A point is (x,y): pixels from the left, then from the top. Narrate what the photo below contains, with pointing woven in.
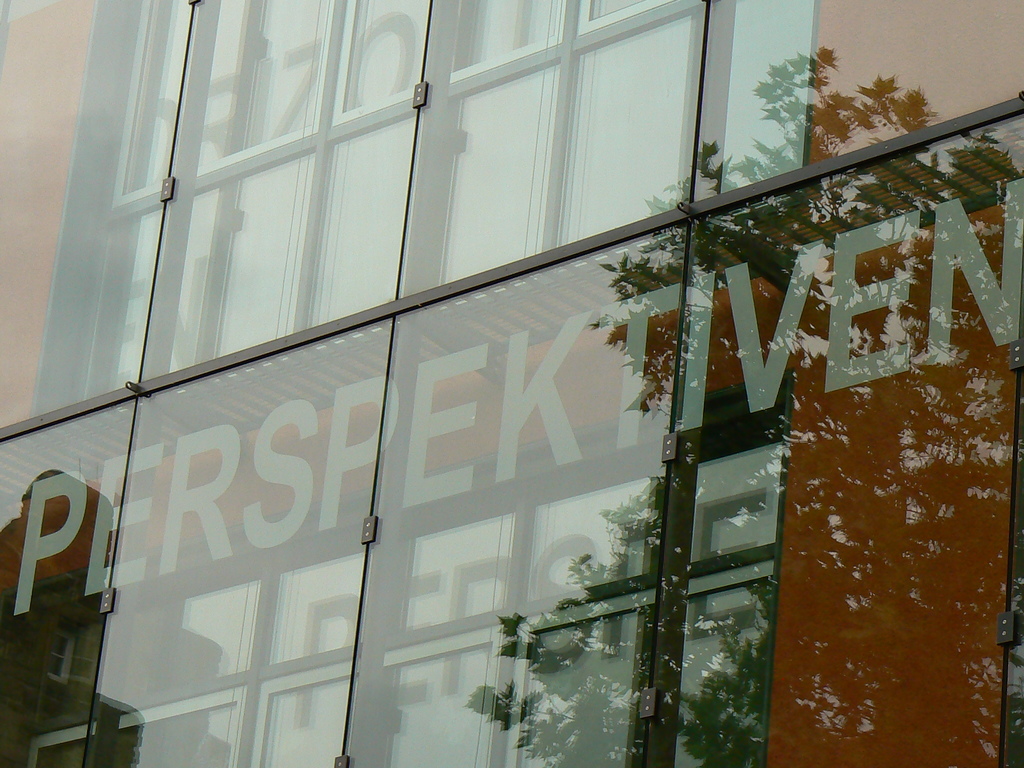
In this image there is a glass wall (187,285). On the glass wall (782,401) there is text (843,320). There are leaves (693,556) of a tree (591,570) in the reflection (633,566) on the glass (606,570).
